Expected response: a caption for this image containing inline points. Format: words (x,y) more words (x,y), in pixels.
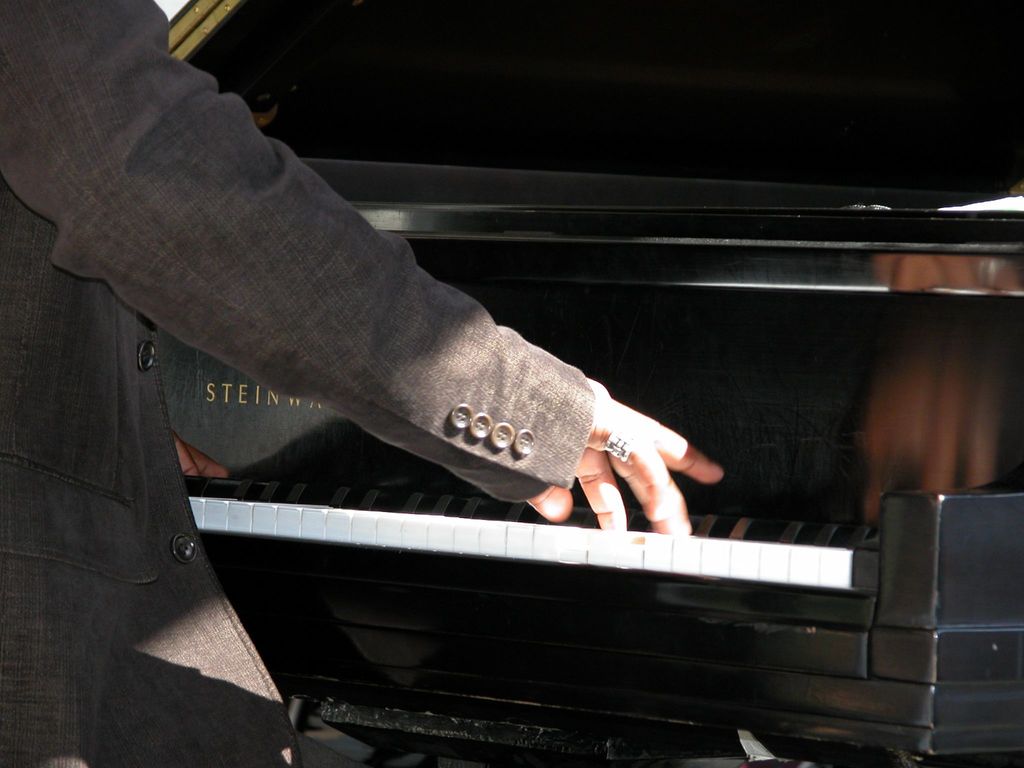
This man (93,388) is playing this piano keyboard (771,539).
